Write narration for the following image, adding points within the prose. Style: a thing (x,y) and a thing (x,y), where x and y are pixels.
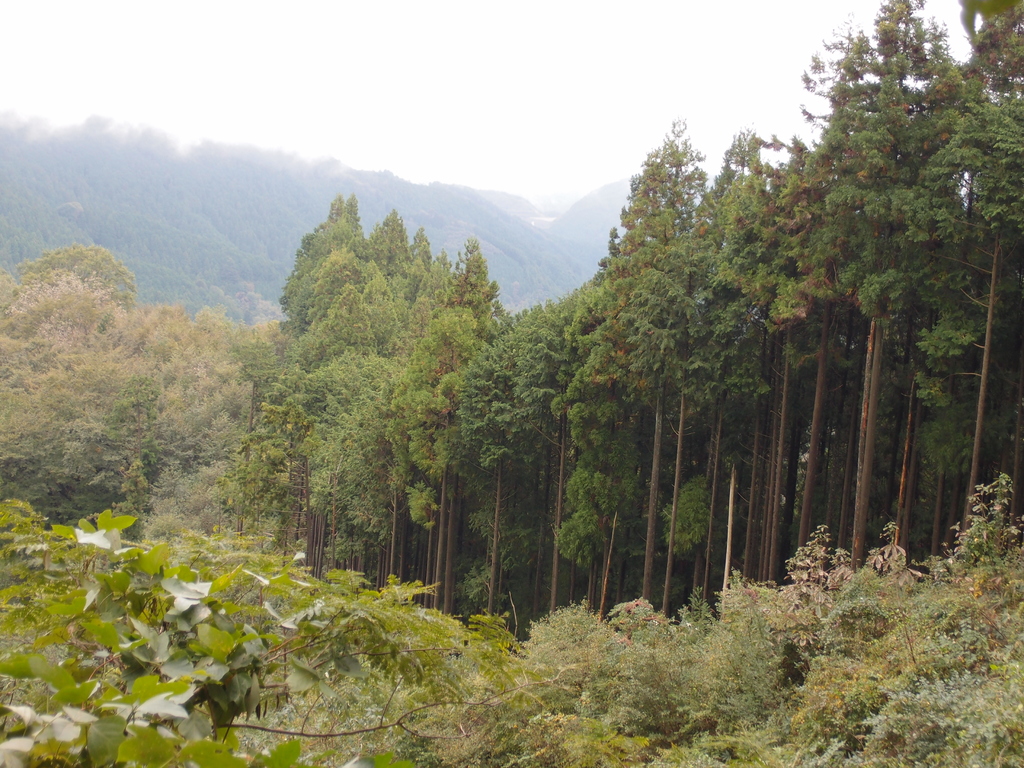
In this image we can see trees (590,441), plants (128,519). In the background (444,241) we can see cloudy sky (365,93) and mountains (262,230).
